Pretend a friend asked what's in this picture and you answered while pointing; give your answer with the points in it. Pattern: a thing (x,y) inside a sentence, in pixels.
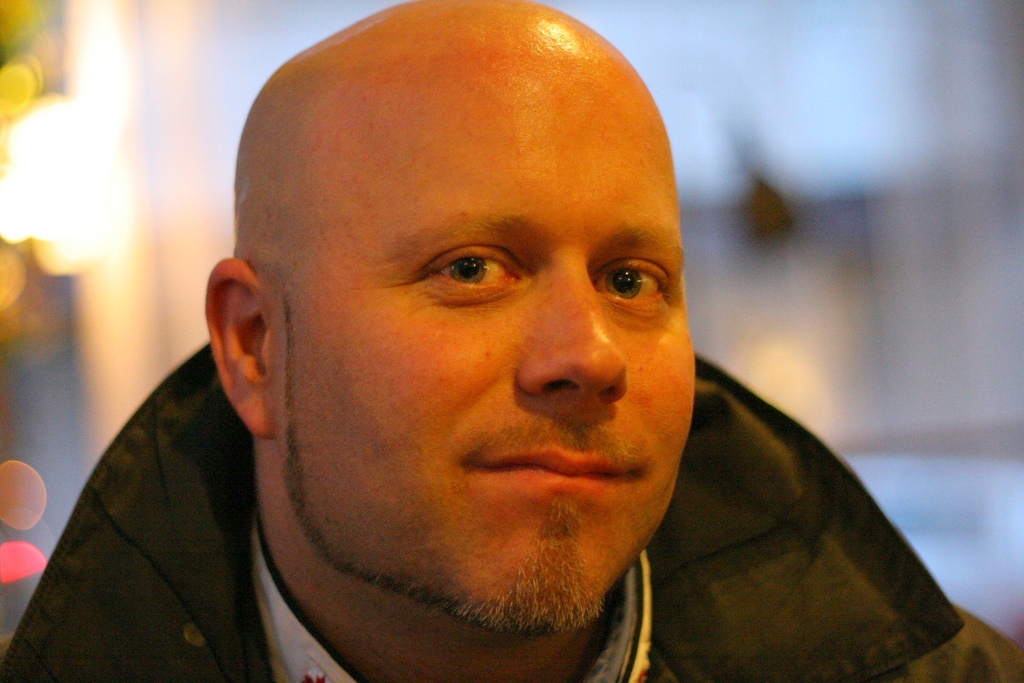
In the picture I can see a man (478,320). The background of the image (1011,331) is blurred. The man (274,327) is wearing a jacket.
